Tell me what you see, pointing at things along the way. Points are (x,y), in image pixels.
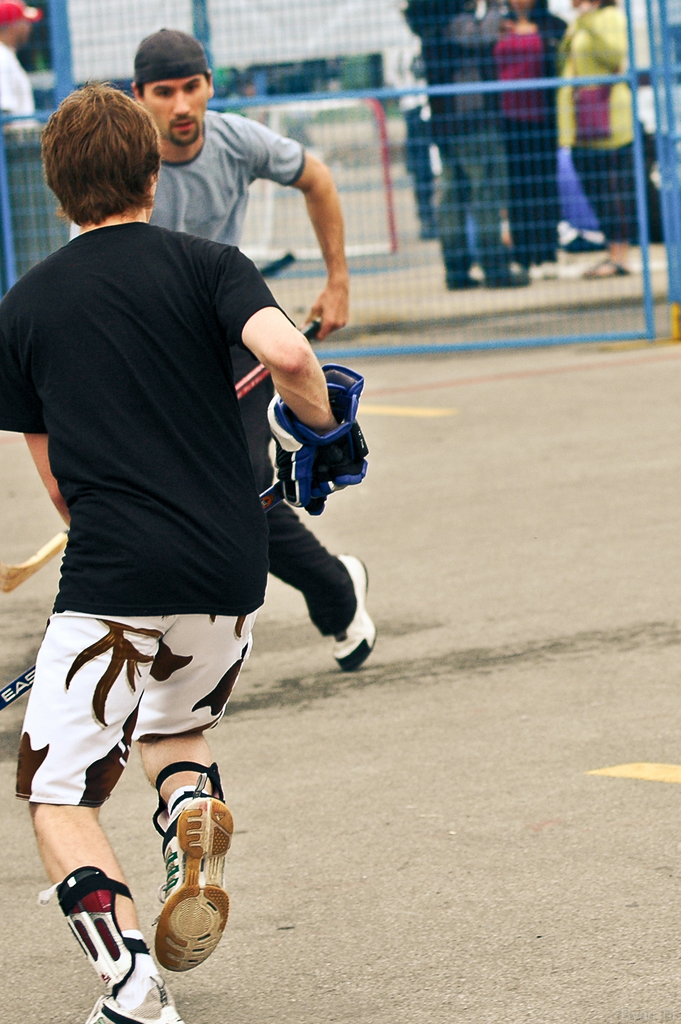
This image consists of two persons (104,500) playing hockey. At the bottom (418,789), there is a road (501,621). In the background (412,83), there is a fencing (39,156). Behind which there are many people (525,249) standing.
